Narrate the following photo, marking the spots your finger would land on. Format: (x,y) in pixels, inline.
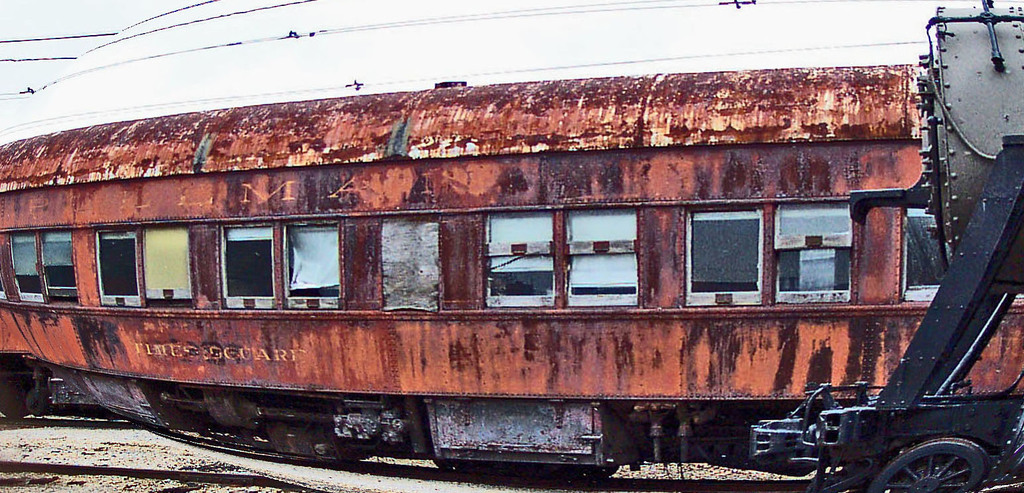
In the center of the image (459,254) we can see train (451,306) on railway track (255,452). In the background (248,43) we can see wires (111,45) and sky (86,29).
